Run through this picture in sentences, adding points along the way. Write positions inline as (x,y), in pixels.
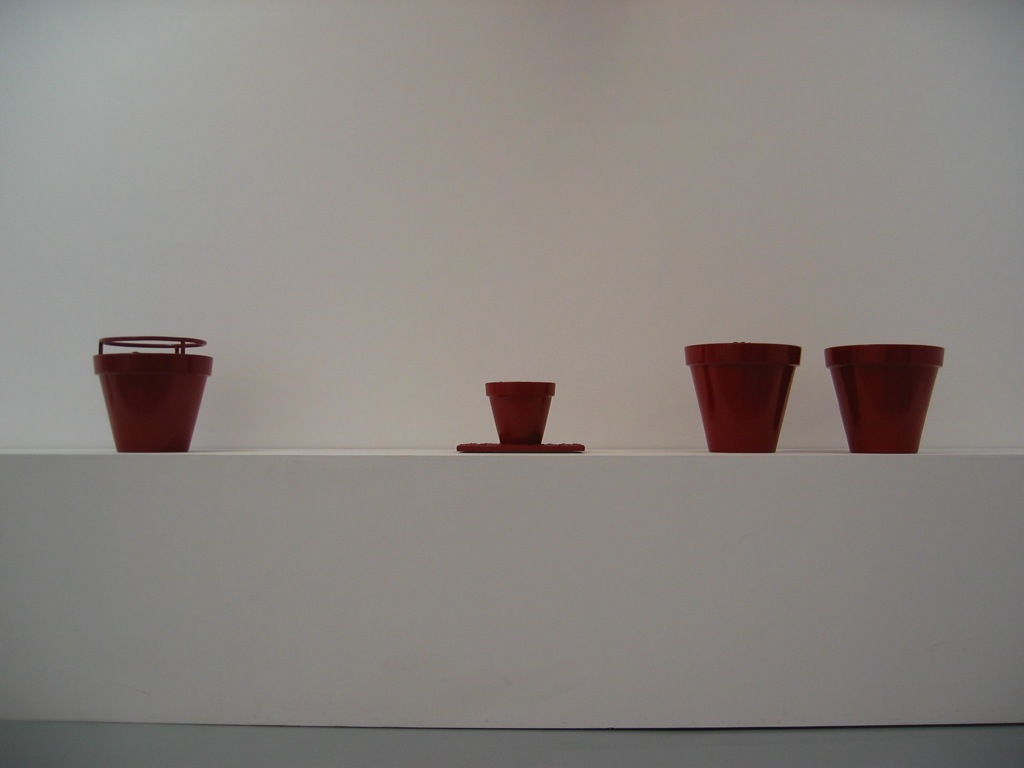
In this picture I can observe red color plant pots (747,403). I can observe two different sizes of plant pots (505,404). In the background (379,174) there is a wall (478,205).
